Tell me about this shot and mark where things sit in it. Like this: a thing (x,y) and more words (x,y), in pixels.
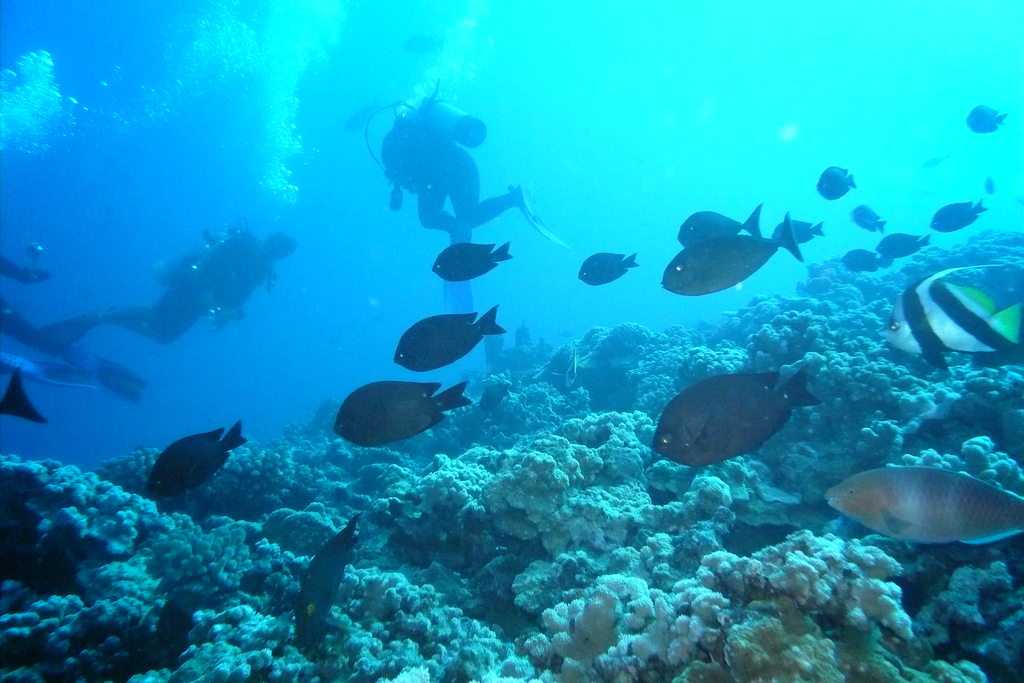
In this picture there are three persons (245,254) under the water (311,227) and there are few fishes (682,413) and some other objects (571,468) in front of them.
